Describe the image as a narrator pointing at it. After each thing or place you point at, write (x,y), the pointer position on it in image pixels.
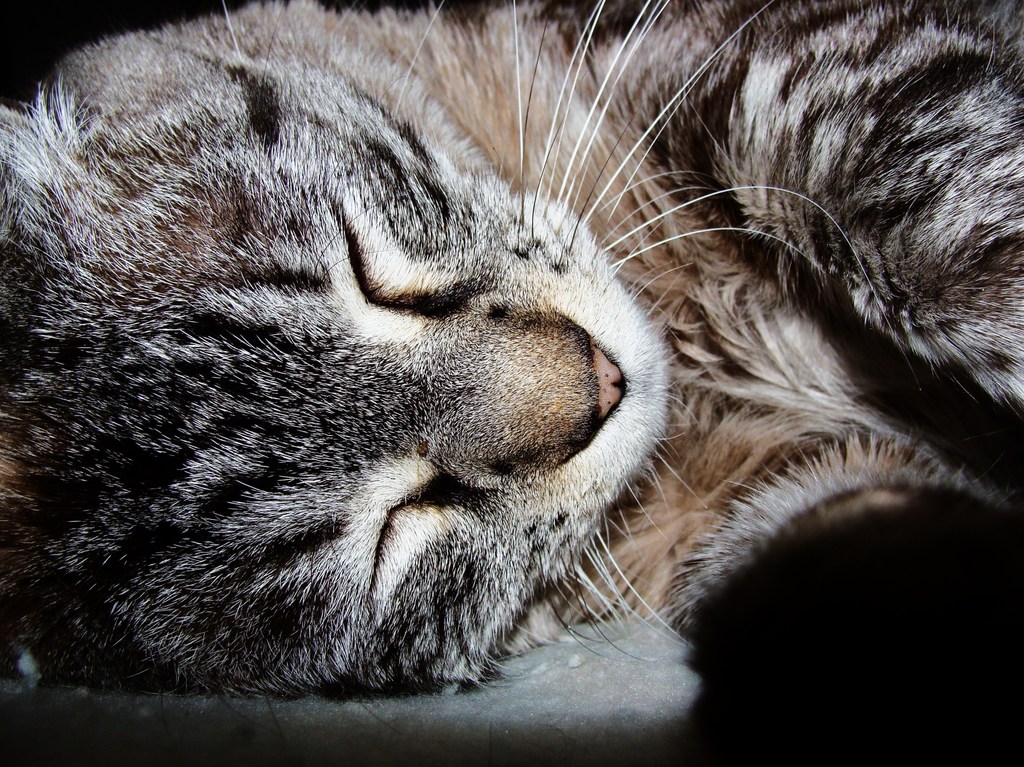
In this picture we can see an animal (489,433) on the surface (618,694).
